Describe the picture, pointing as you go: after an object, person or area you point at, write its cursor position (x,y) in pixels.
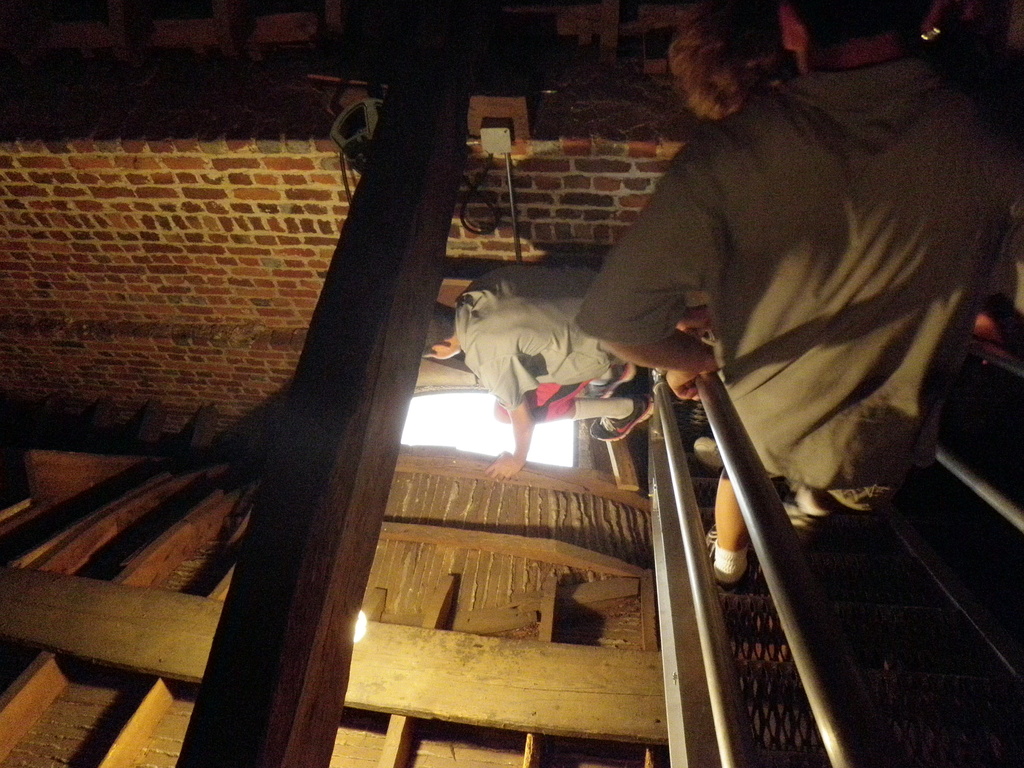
In this image I can see two people (698,250) and I can see both of them are wearing t shirt (645,292) and shoes (719,572). I can also see light (366,628) over here and I can see this image is little bit in dark.
